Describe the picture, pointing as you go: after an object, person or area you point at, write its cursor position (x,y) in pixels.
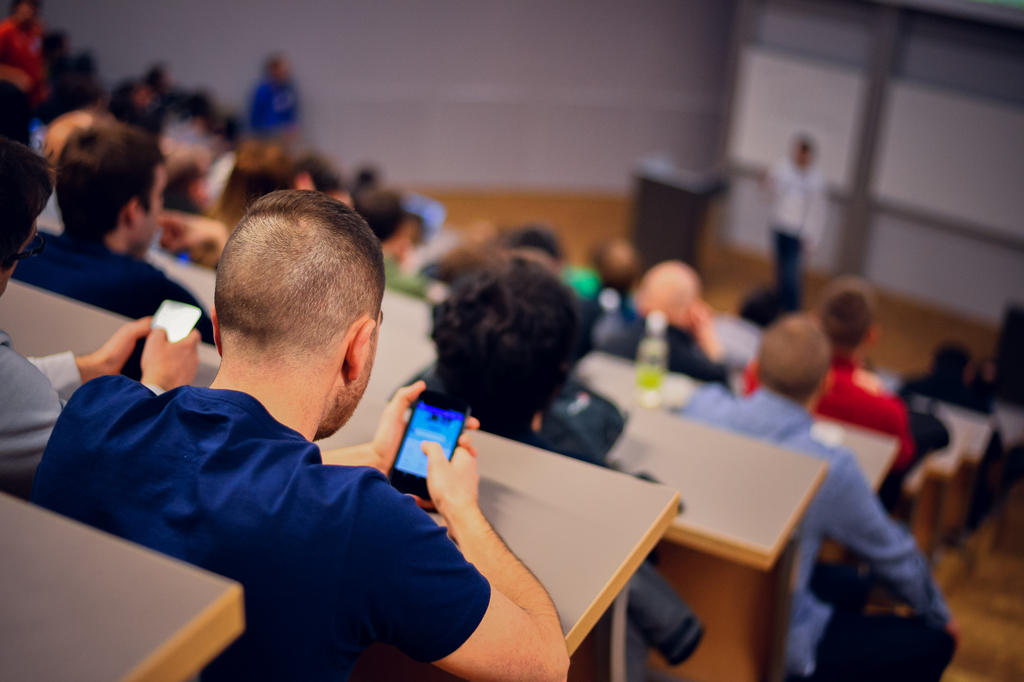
In this image we can see people (515,387) sitting on benches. To the right side of the image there is a person (811,139) there is a podium (704,181).
